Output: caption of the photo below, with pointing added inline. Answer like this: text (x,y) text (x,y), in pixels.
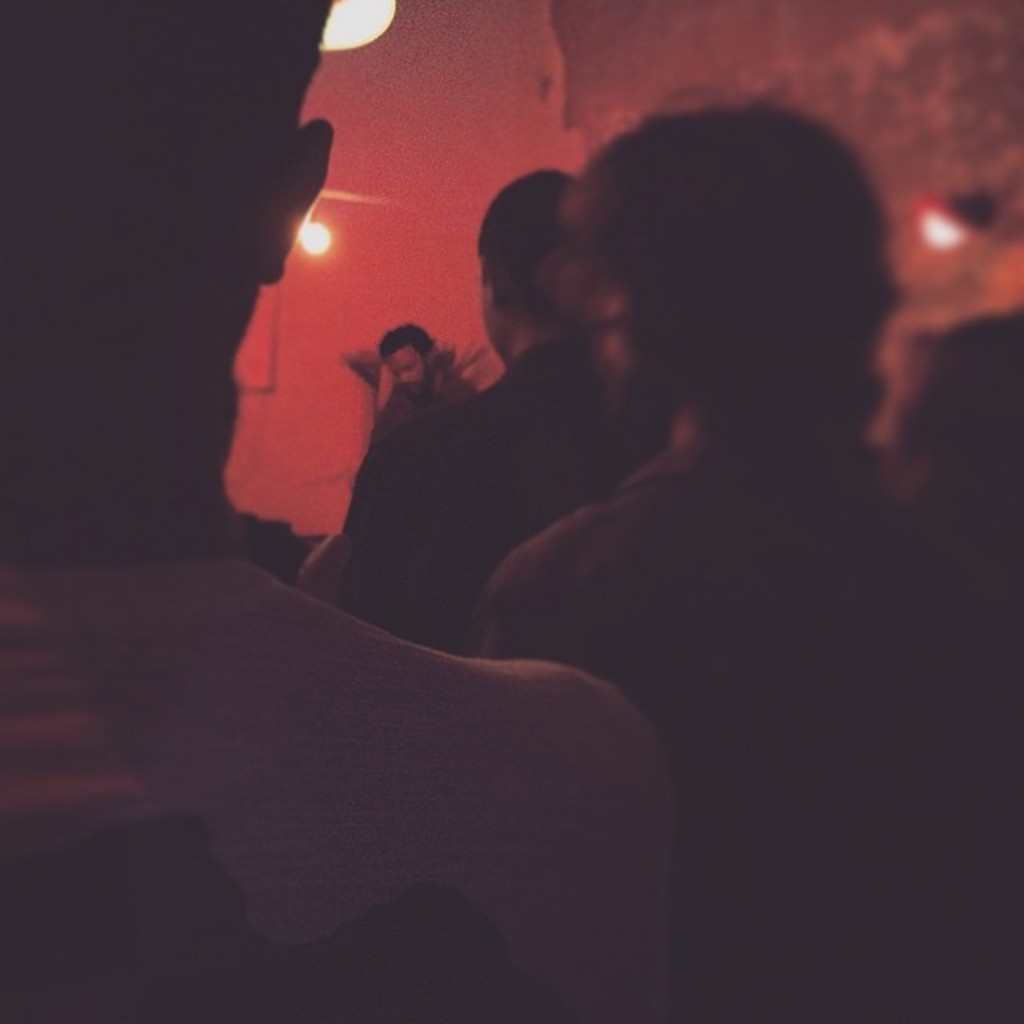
In this image I can see group of people (171,729) standing. Background (422,372) I can see a person (435,376) standing and I can see few lights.
